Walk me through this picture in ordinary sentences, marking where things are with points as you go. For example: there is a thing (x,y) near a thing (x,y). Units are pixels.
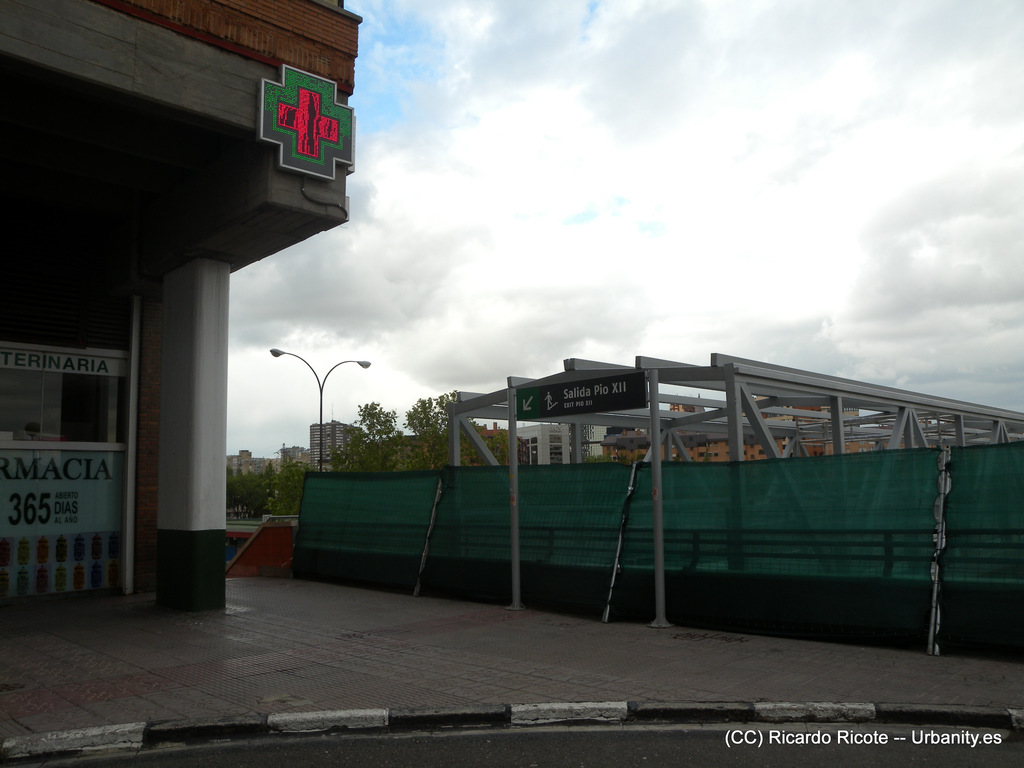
In this picture I can observe a building (53,338) on the left side (118,258). I can observe green color fence (470,554). On the right side (746,738) there is some text (932,734) in the picture. In the background (259,485) there are trees (376,434) and I can observe a street light pole (322,387). There is a sky (470,226) with some clouds (449,195).
